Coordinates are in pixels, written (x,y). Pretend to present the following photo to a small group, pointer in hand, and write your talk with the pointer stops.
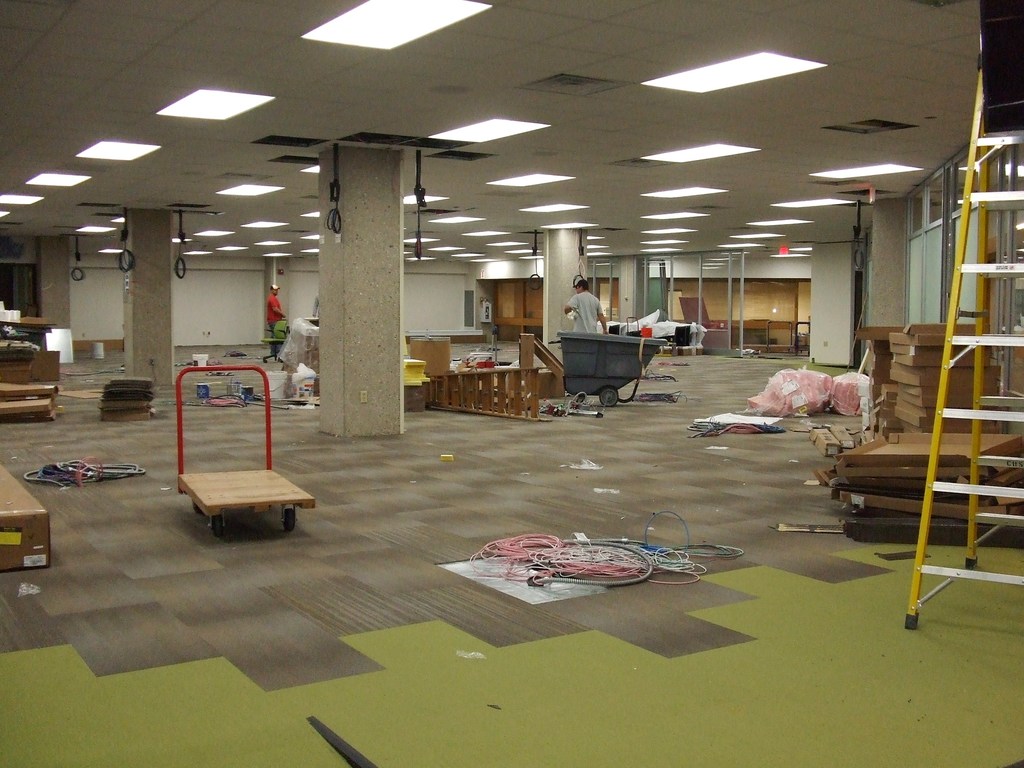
In this image in the center (605,492) there is a trolley (237,482) and on the ground (332,478) there are objects (552,535) which are pink, white and blue in colour. In the background (386,369) there are pillars (342,317) and there are wires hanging and there are persons (574,310) and there is a wall (228,307) which is white in colour. On the right side (975,361) there are wooden blocks (915,371) and there is a ladder (988,271).
